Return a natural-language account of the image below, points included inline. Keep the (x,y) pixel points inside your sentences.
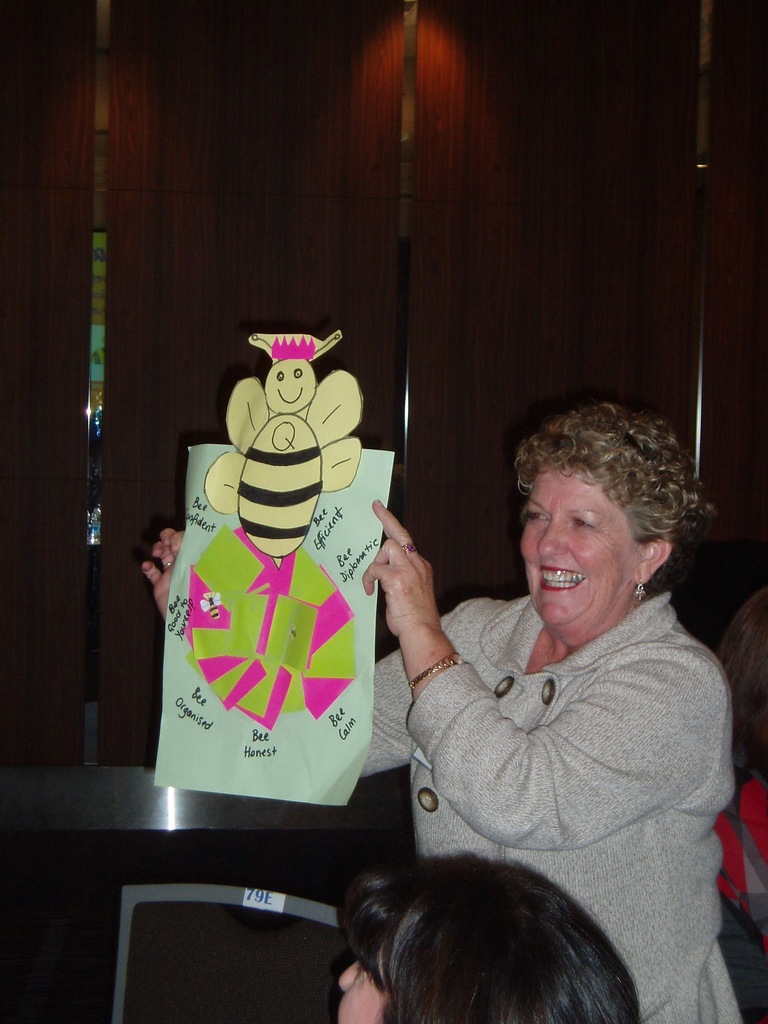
In this image I can see a person (554,618) standing holding chart (317,610) which is in green color and something drawn in it which is in yellow, green and pink color. The person (477,685) is wearing gray shirt (610,760) and the background (547,315) is in black color.
